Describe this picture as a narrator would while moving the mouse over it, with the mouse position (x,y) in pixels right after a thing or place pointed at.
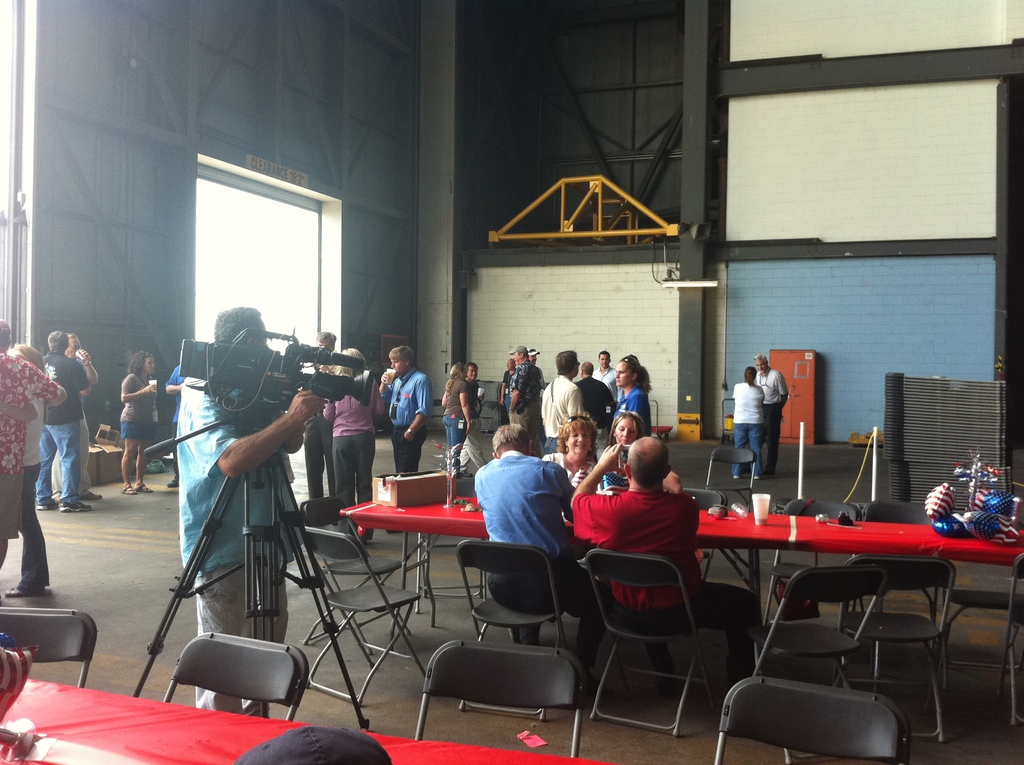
In this image there are people (49,409), wall (56,253) and metal objects (117,134) on the left corner (109,323). There is floor (1002,755) at the bottom (1021,754). There are people (345,484), chairs (885,561), tables (878,547) with objects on it and a person (232,601) holding a camera (320,383) in the foreground (636,596). There are people (648,399) standing, there is a wall (650,297) in the background (482,336). And there are metal objects (957,490) on the right corner (914,446).
